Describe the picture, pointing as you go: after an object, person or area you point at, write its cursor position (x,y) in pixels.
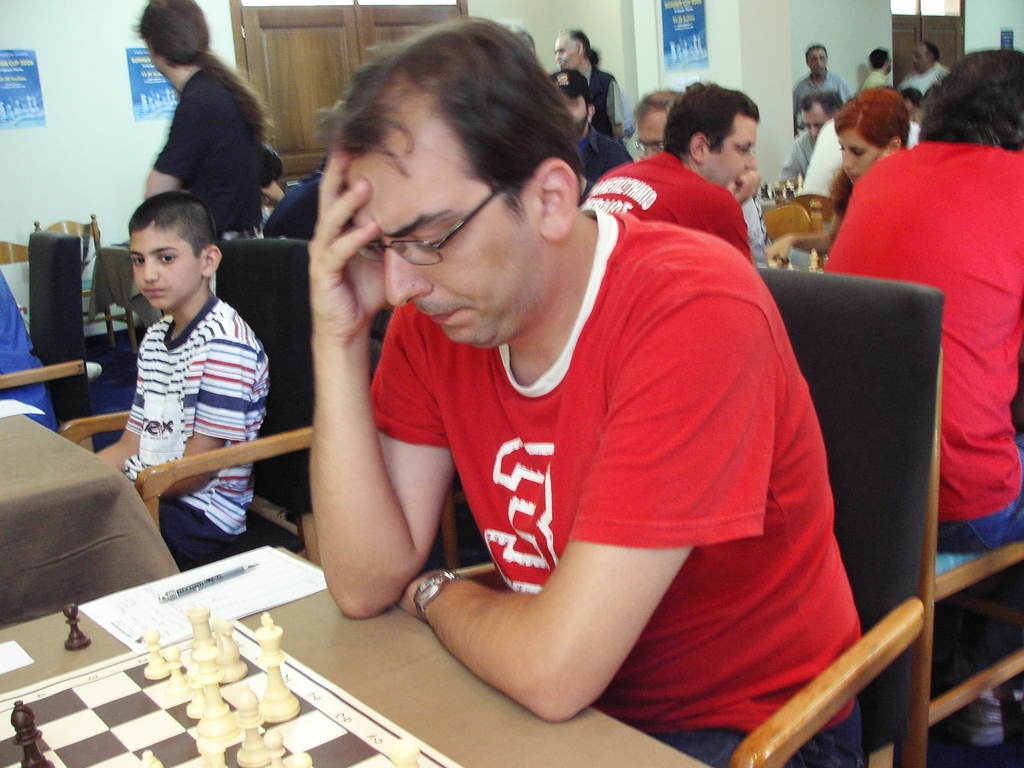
In a room (324,374) there are few people (473,292) playing chess and behind them some other people (816,53) were standing, in the background (757,58) there is a wall (720,33) and there are two doors (313,28) in between the wall (143,134), there are some posters (4,102) attached to the wall (115,140).
